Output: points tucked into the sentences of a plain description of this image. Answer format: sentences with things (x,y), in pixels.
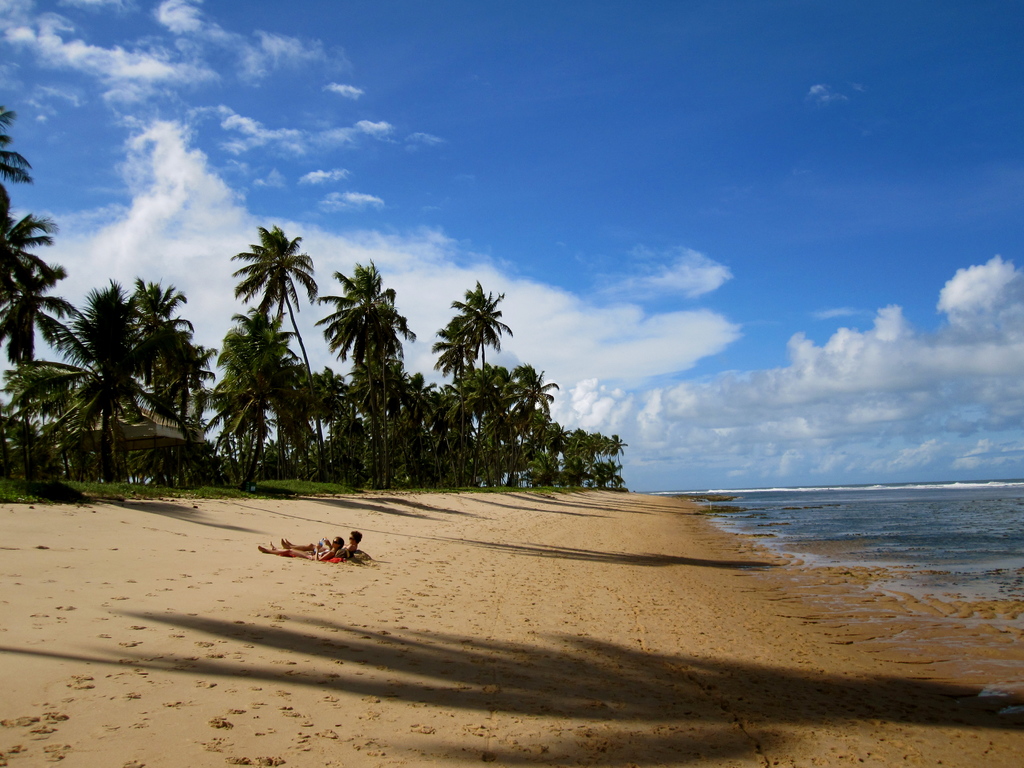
In this image there are two people (347,544) laying on a beach (686,645), in the background (485,441) there are trees (375,443) and the sky (654,226), on the right side (971,575) there is the sea (855,520).
